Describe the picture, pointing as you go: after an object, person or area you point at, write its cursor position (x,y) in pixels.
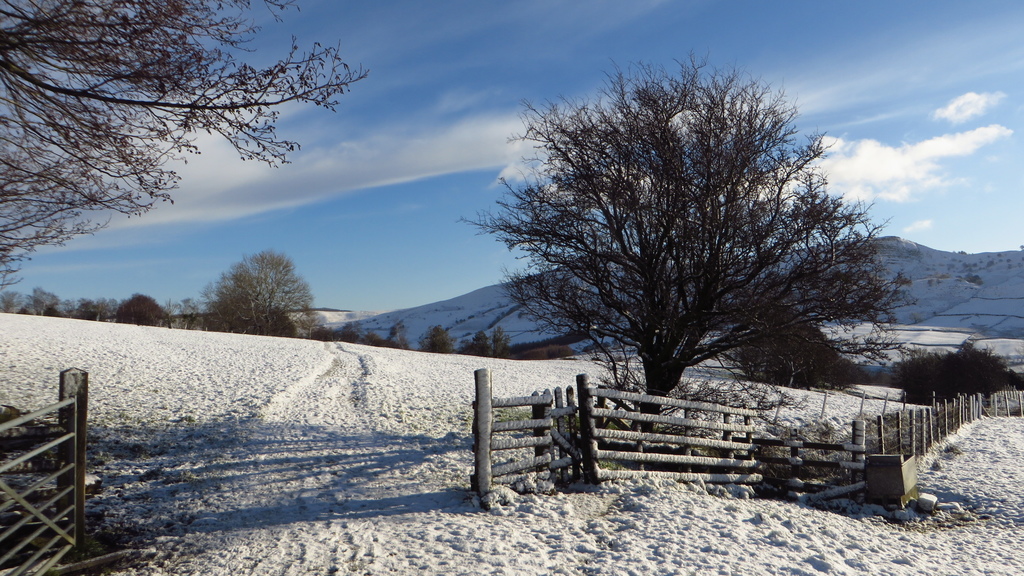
In this picture at the top (553,72) we can see the blue sky (633,80) and at the bottom (584,487) the whole area (241,338) is covered with ice (400,386). We have trees (575,304) everywhere and here some part of the area (598,388) is covered with wooden fencing (966,422).
